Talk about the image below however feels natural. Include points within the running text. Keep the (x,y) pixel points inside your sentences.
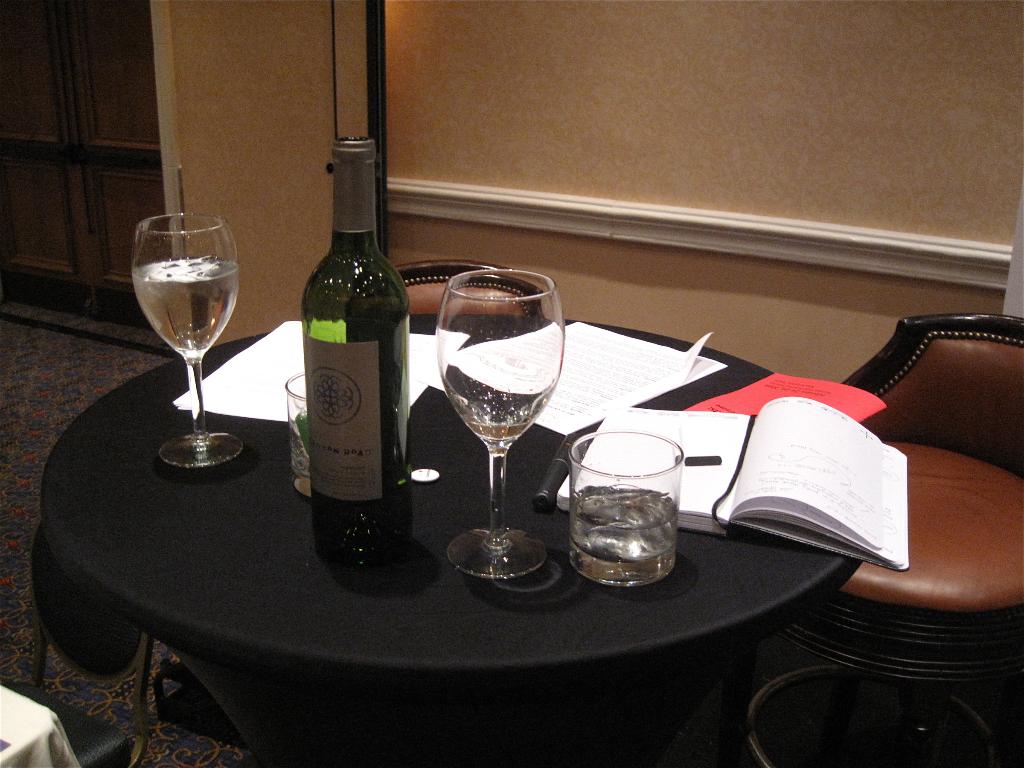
As we can see in the image, there is a table (524,516) and a chair (965,450). On table (562,558) there are glasses (500,479), bottle (380,362), books (754,484) and behind the table (540,441) there is a wall (702,100).
